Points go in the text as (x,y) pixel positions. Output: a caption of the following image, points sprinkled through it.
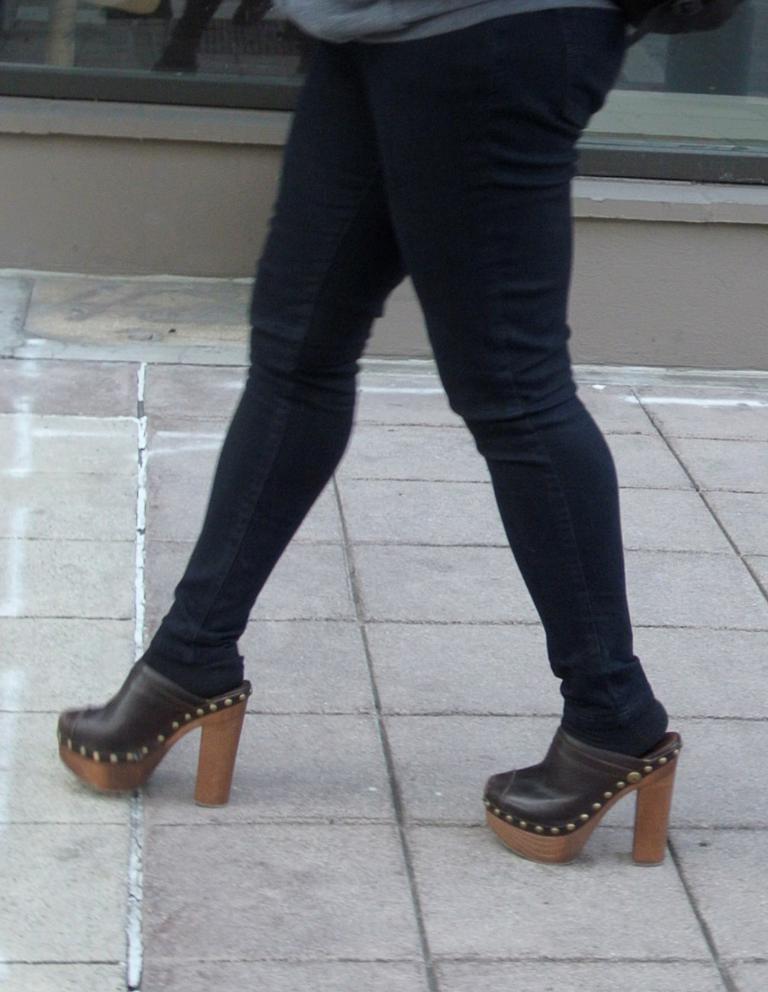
This image is taken outdoors. At the bottom of the image (404,883) there is a floor (177,421). In the background (191,117) there is a wall (739,294). In the middle of the image (268,566) a woman (343,422) is walking on the floor (392,704).
